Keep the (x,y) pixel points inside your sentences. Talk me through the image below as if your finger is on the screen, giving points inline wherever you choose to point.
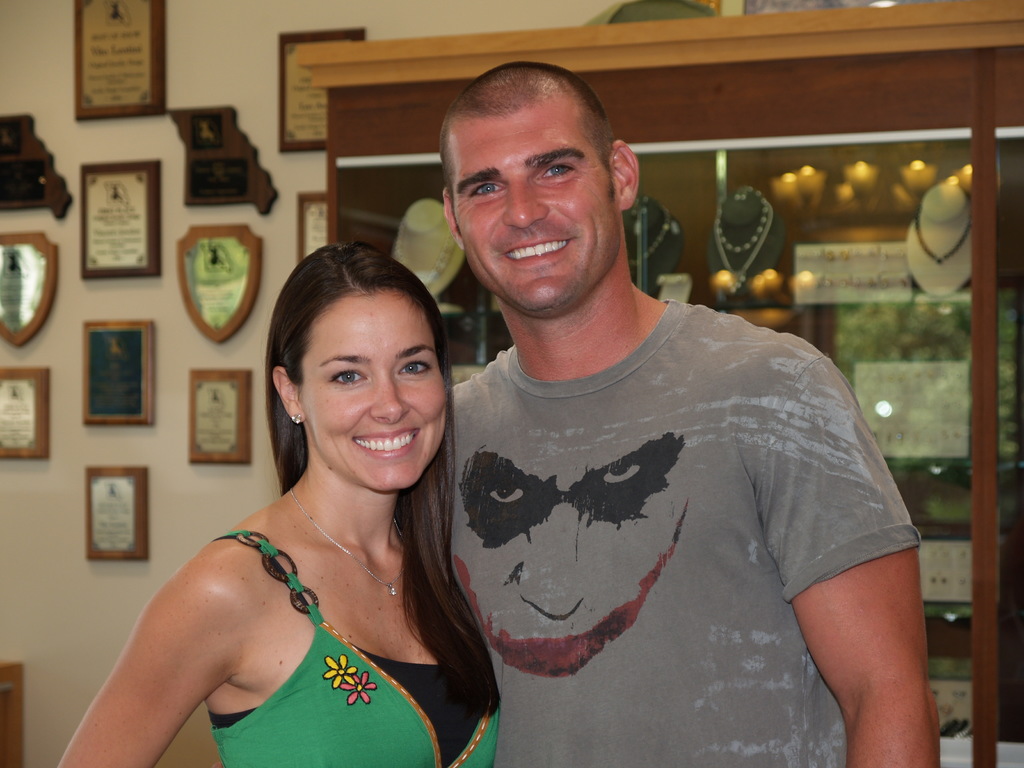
In the foreground of this image (613,616), there is a couple (577,626) standing and having smile on their faces (550,308). In the background (234,245), there are frames (94,375) on the wall (80,380), chains (729,267) and necklaces (745,245) to the mannequin (935,249) inside the cupboard (840,305).
